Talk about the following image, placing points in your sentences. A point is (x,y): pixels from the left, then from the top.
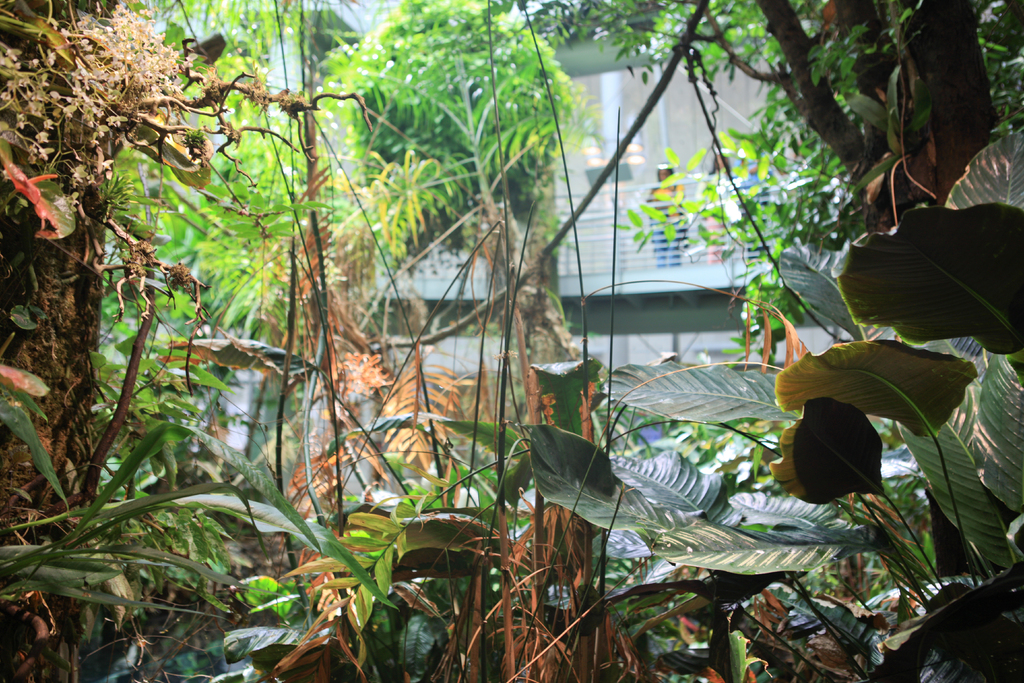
In this picture we can see trees (176,593) and in the background (640,174) we can see a building (626,187) and some people (658,235) standing.
